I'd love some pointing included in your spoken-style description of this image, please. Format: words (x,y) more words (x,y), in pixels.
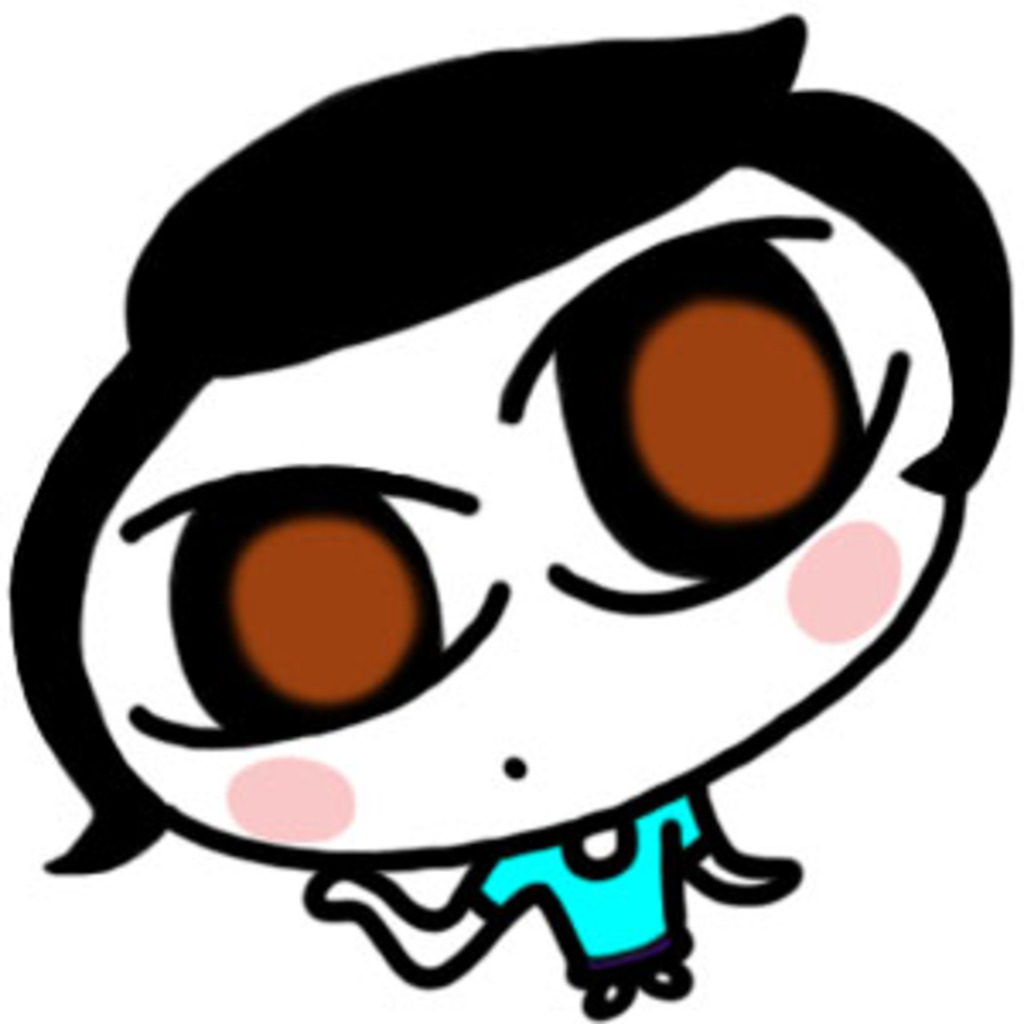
It is an animated image of a person (678,907). This person (639,907) wore blue color t-shirt (605,897).
